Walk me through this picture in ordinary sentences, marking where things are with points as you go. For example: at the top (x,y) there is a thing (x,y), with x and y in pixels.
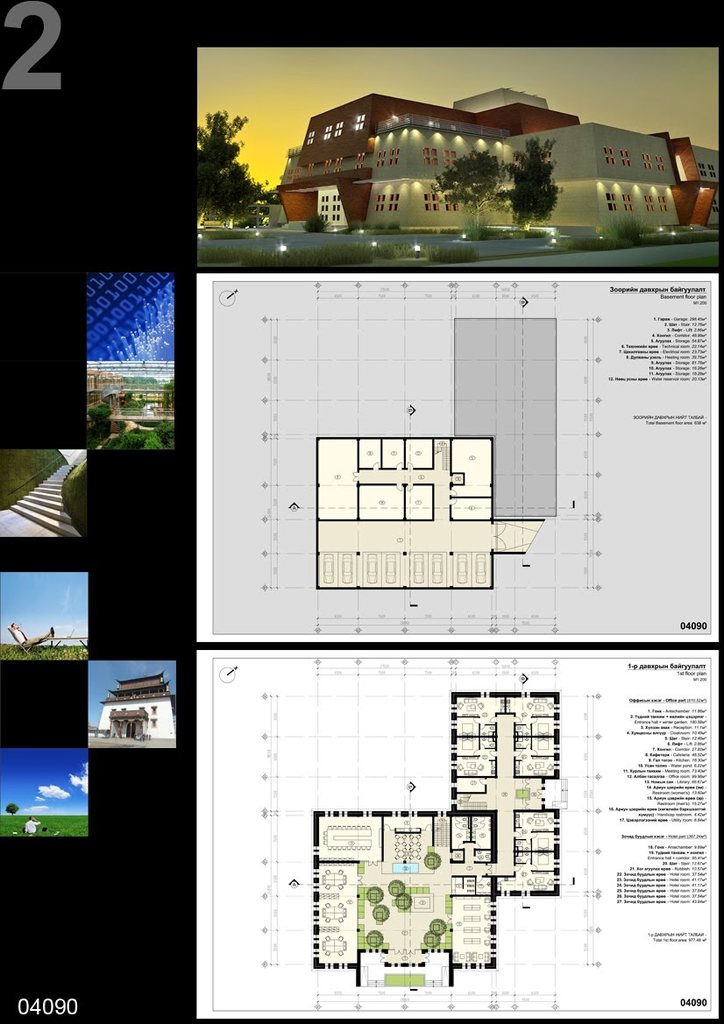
This picture is a collage of some images. In these images I can observe two layouts (458,737) of a building (499,754). In the other images I can observe buildings (388,195) and some clouds (52,787) in the sky (64,595).
